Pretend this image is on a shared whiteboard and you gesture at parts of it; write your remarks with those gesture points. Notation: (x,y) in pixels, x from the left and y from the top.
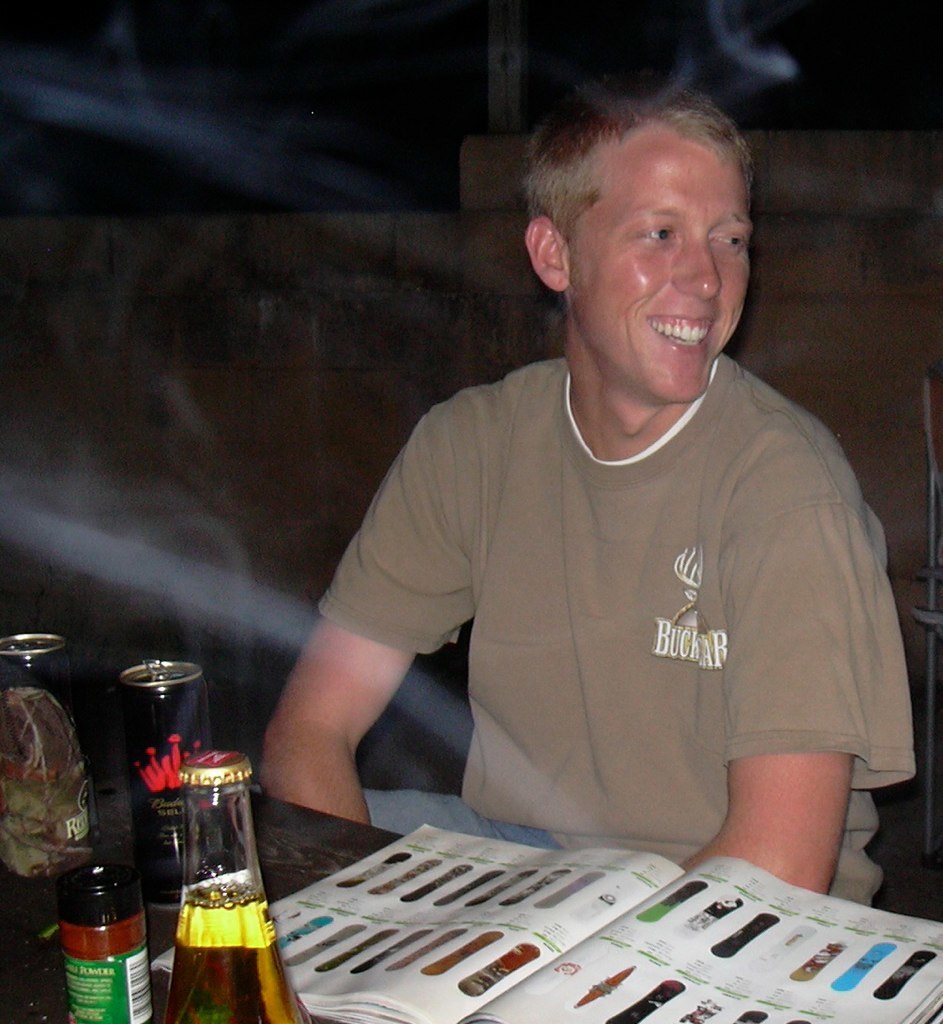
In this image i can see a person (619,534) sitting in front of a table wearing brown t shirt (675,574). On the table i can see a book (457,911), a bottle (248,923), a jar (144,953) and few tins (28,774). In the background (213,715) i can see a wall (335,336) and the dark sky (237,106).
